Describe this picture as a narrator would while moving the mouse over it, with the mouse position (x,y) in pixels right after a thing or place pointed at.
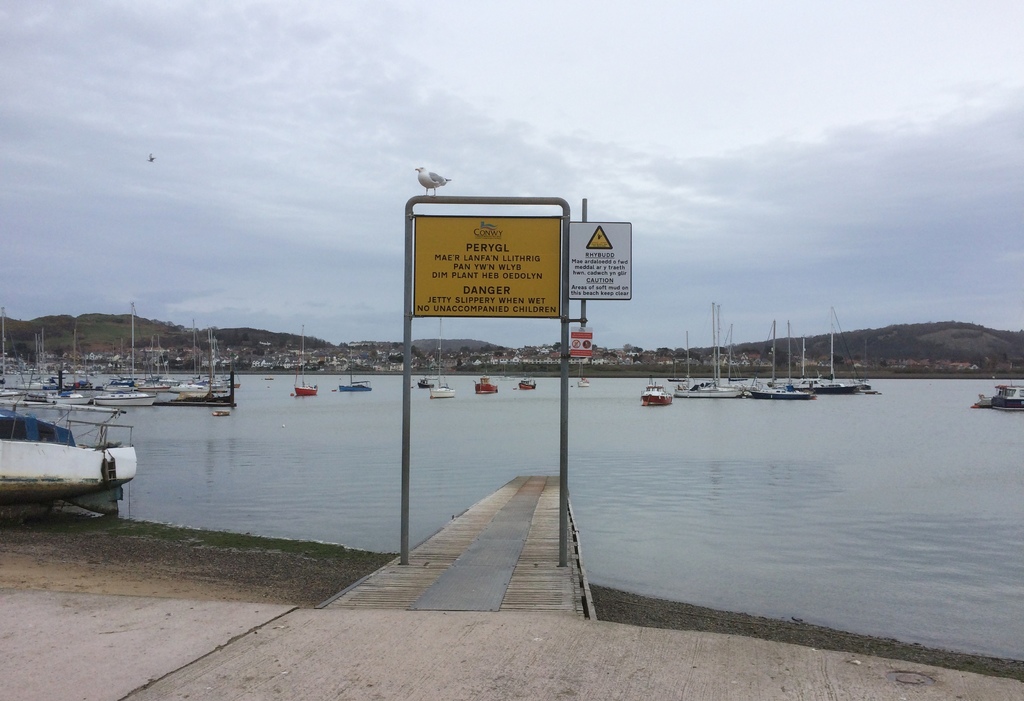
In this image we can see a signboard (440,252) with some text (473,254) on it which is on the deck (544,523). We can also see a bird (422,185) on the stand (428,198). On the backside (446,387) we can see some boats (432,395) with poles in the water (695,487). We can also see a group of buildings (353,362), the hills (288,339) and the sky (387,197) which looks cloudy.
